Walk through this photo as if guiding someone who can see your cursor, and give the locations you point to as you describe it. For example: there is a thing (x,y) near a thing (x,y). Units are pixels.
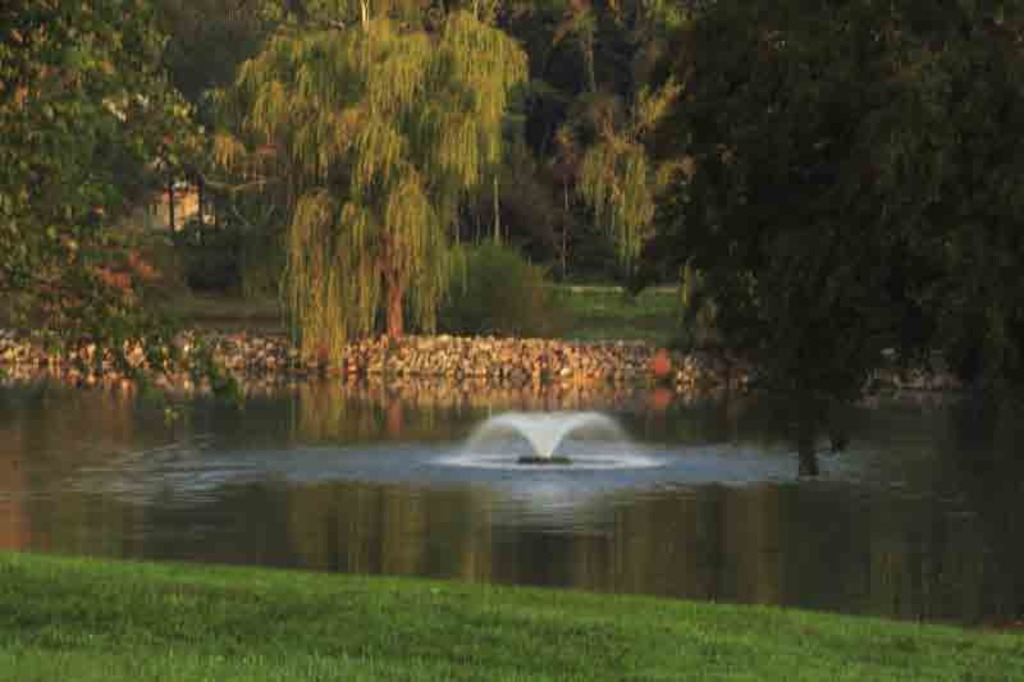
In the center of the image (552,450) we can fountain (536,456), water (620,431) in a pond (499,490). In the foreground (237,634) we can see a grassy field (302,644). In the background (424,234), we can see a group of trees (408,225) and some rocks (506,369).
